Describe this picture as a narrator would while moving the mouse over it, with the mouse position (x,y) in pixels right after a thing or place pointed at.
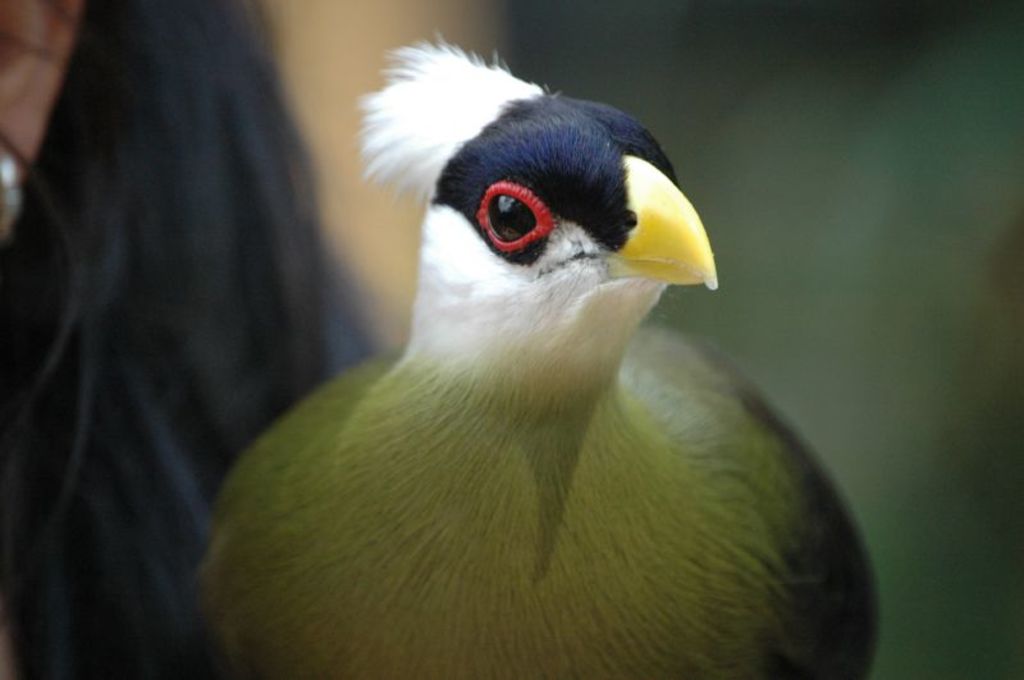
In this image there is a bird (862,575), and there is blur background (834,52).
